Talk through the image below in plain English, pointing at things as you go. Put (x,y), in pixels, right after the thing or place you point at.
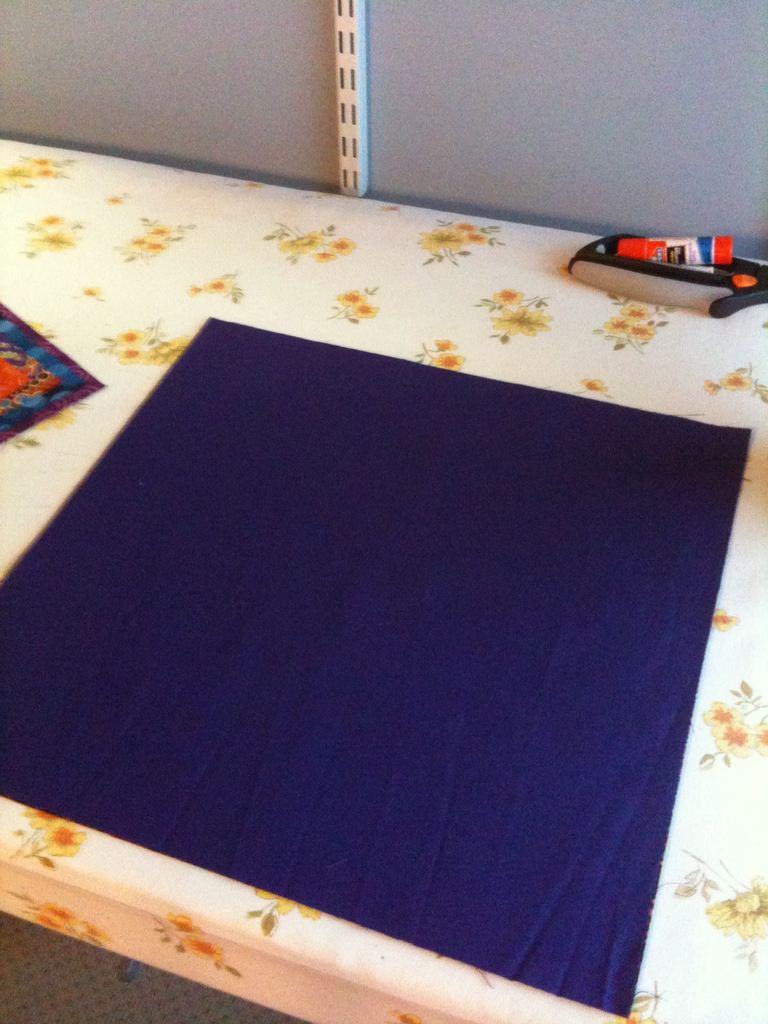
In the image there is a table (754,807) with floral cloth (256,304). On the table (757,369) there is a blue cloth (563,498). And also there are few items (64,372) on the table (575,240). Behind the table (37,351) there is a wall (490,12) with an object (366,66).
